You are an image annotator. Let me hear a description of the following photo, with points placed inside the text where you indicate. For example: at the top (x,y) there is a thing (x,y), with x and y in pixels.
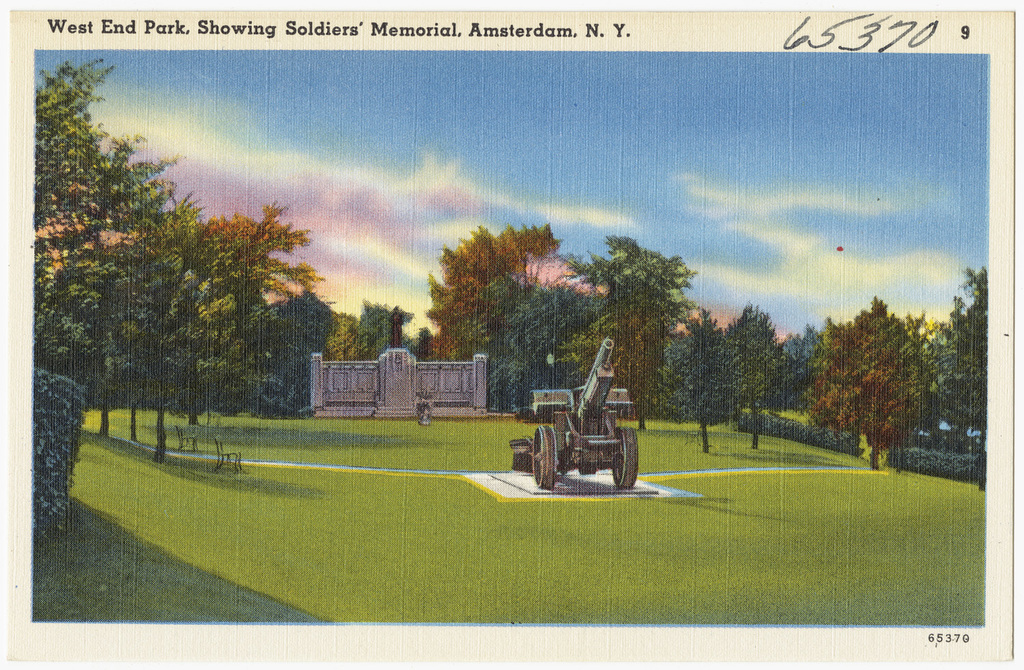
In this picture I can see there is a painting (479,389) of a building (437,382), a military gun (604,415), benches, trees (495,387) and the sky (590,131) is cloudy. There is something written at the top of the painting (199,70).
